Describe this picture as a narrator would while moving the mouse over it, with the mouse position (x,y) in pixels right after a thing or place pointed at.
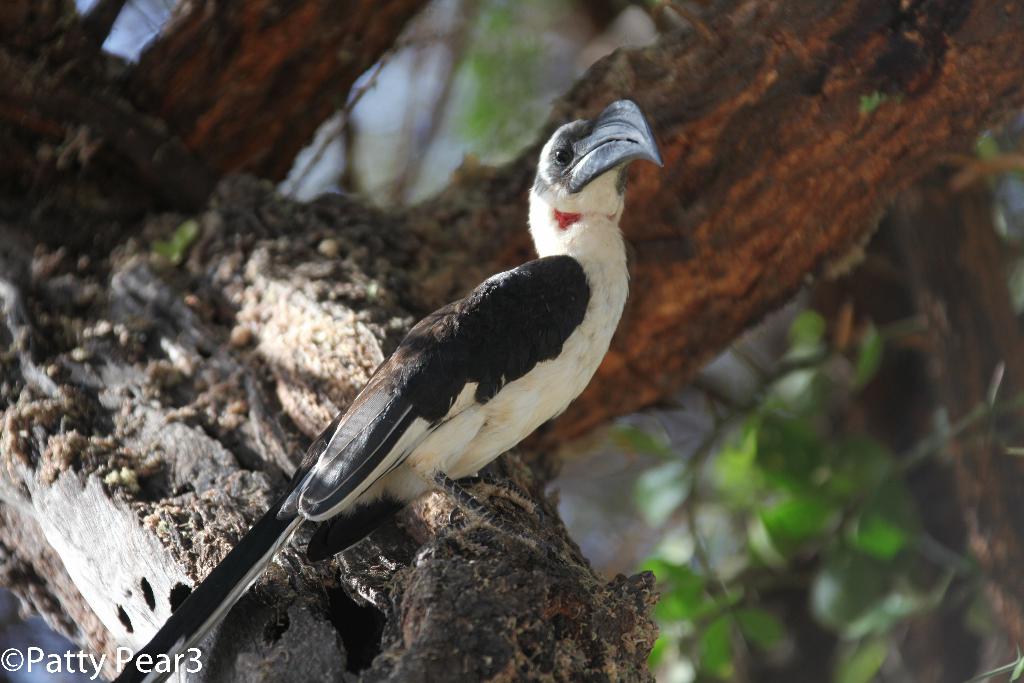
As we can see in the image there is a bird (565,126) who is standing on a tree stem (446,521). The bird (496,367) is in black and white feathers (571,333) and the beak (627,150) of the bird (628,149) is in black colour. Behind the bird (611,148) there are tree stems (309,87).
